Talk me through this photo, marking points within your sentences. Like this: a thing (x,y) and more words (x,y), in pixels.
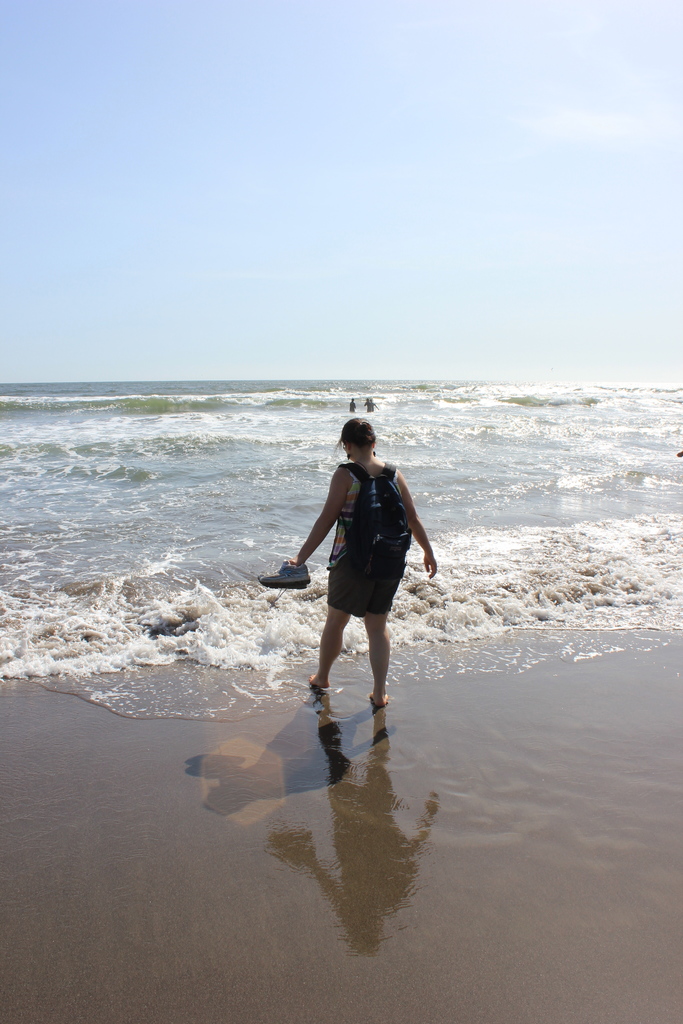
In this image we can see there is a person (430,553) wearing a bag (399,564) and holding footwear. There is water (166,554). In the background (436,350) we can see the sky (472,275).
